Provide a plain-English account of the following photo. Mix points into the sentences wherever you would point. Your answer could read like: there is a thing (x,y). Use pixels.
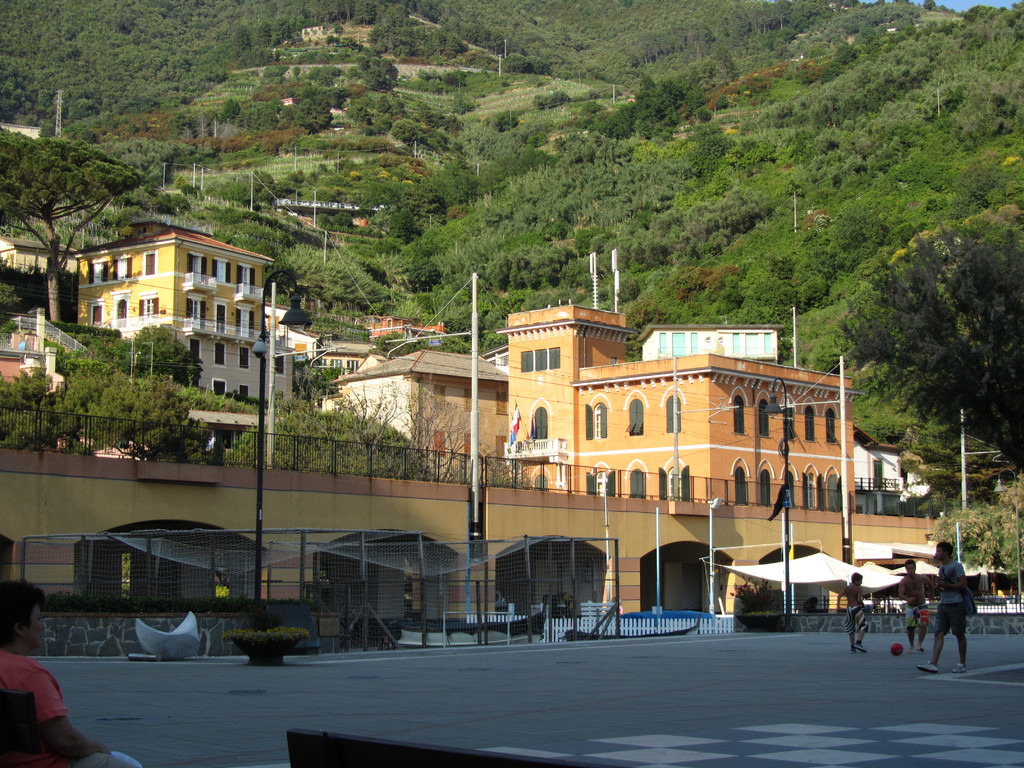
There are three persons (927,664) on the road (784,698) and this is a ball (899,645). Here we can see buildings (587,461), poles (843,562), plants (750,597), fence (507,572), and trees (824,294). There is a person (59,714) sitting on the bench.
